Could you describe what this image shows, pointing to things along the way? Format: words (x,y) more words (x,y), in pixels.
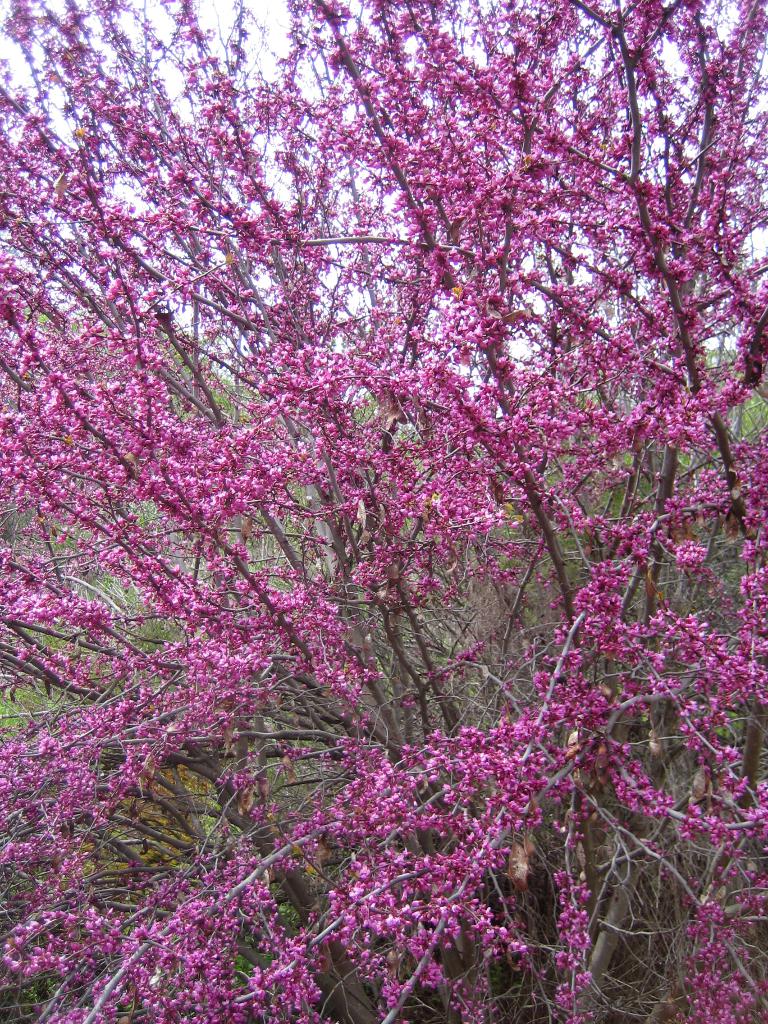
In this image we can see some trees (388,689) and flowers (384,677), in the background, we can see the sky (23,83).
